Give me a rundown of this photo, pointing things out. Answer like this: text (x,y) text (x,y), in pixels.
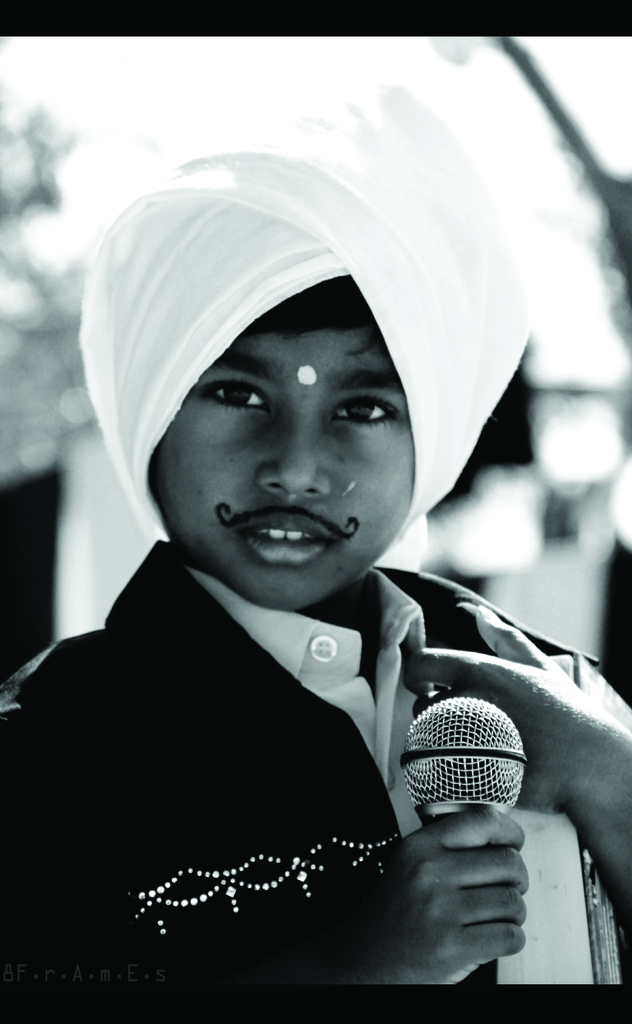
There is a boy (160,871) holding a microphone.
